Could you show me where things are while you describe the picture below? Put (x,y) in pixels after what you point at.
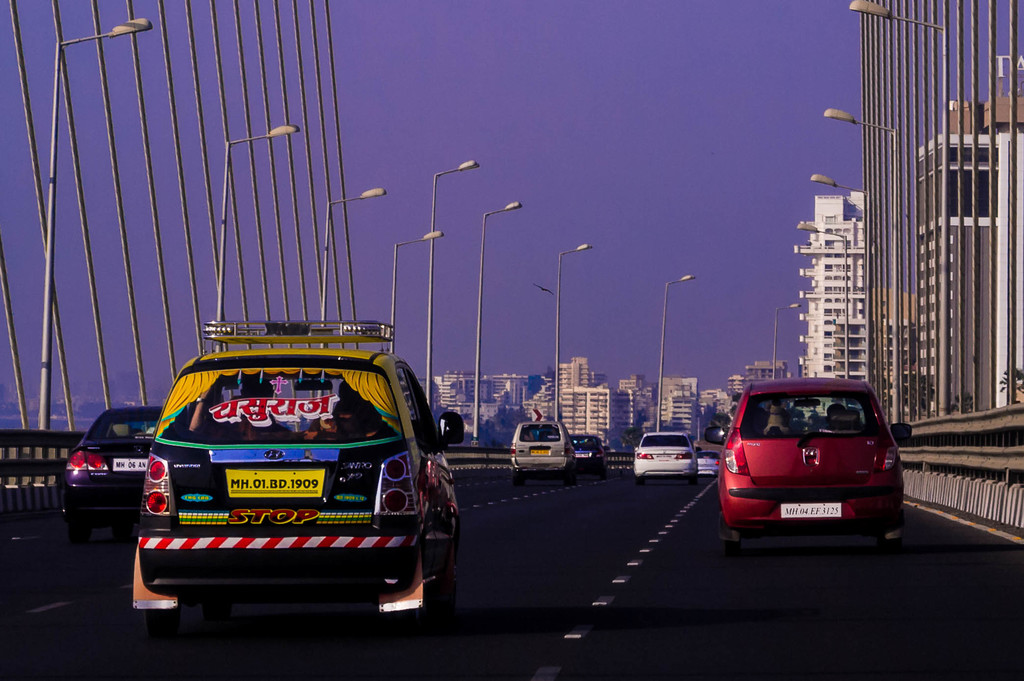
In this picture I can observe some cars (553,465) moving on the road (503,514). I can observe some poles (58,45) to which lights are fixed in this picture. In the background (511,397) there are buildings (826,350) and sky (568,120).
